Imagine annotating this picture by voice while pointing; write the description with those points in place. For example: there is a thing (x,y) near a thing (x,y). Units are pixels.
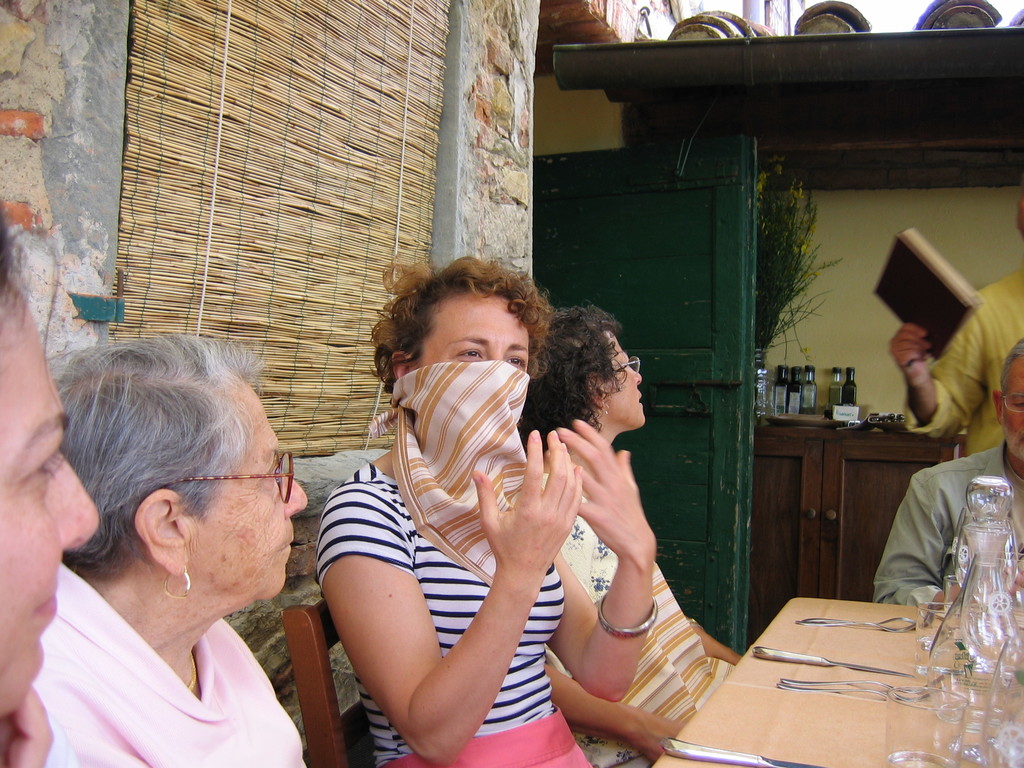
In this image there are group (556,568) of sitting around the table (855,654). There is a person (985,360) standing behind the table (852,631) and holding a book (933,326). There are knives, bottles (982,562) on the table (779,741). At the back (636,474) there is a door (654,321), there are plants (770,216), bottles (815,401), cupboard (778,455) behind the door (680,319) and at the left (235,81) there is a window (296,106).
